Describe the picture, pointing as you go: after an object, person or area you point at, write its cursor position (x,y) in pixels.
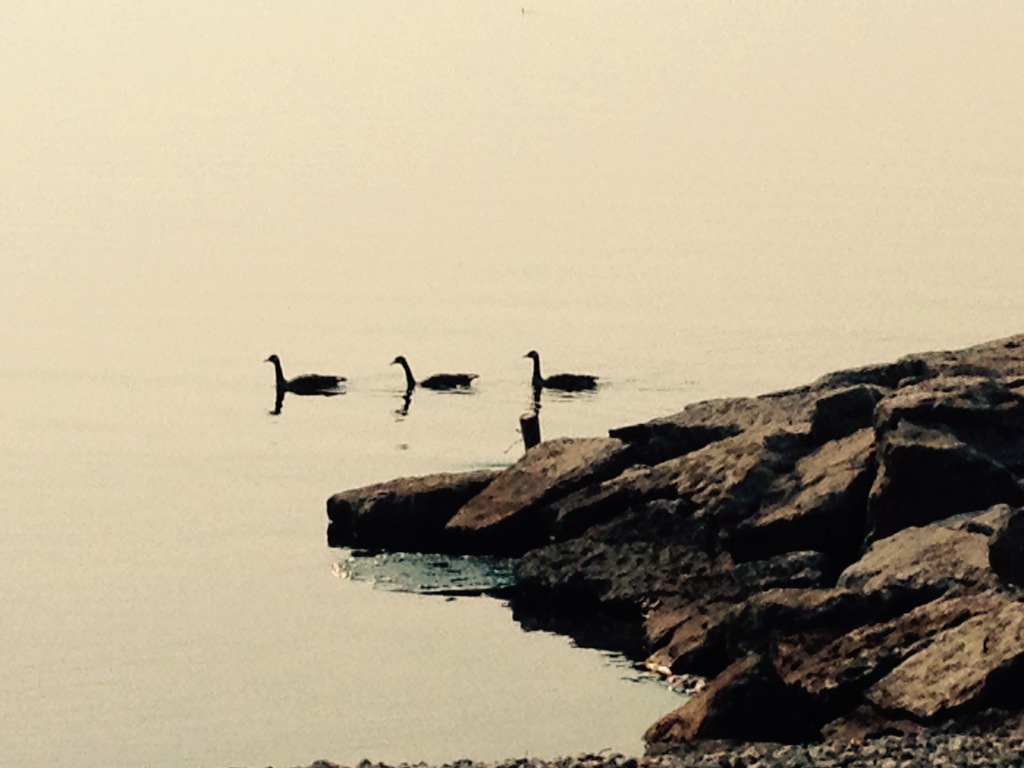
In the image we can see three birds (436,389) in the water (291,358). This is a water (364,349) and stones (822,650).
